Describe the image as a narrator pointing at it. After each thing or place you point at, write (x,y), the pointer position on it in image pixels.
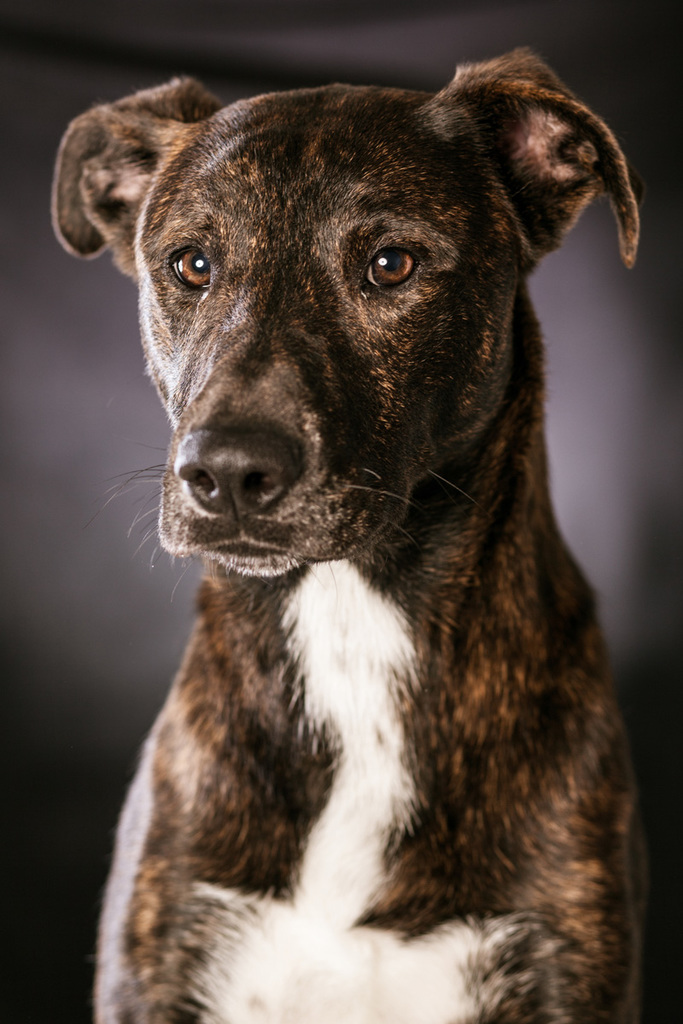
In this image there is a dog (280,752). Background (7,925) is in black color.
